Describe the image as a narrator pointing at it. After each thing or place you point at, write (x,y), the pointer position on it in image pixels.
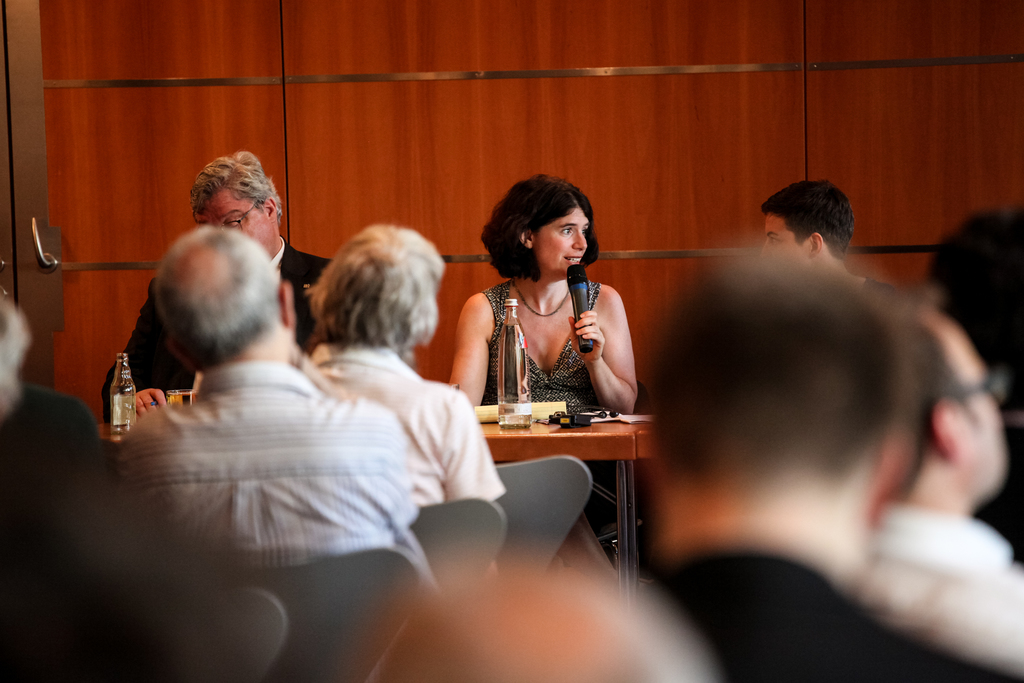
In the foreground of this image (535,483), there are few people (819,565) sitting on the chairs (440,523). Behind them, there are two men (828,256) and a woman (617,317) sitting on the chairs (637,403) in front of a table (572,442) and she is holding a mic (588,346). On the table (594,439), there are bottles (119,389), glass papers (544,416) and few more objects (573,423). In the background (484,198), there is a wooden wall (479,135) and a door (58,232).
